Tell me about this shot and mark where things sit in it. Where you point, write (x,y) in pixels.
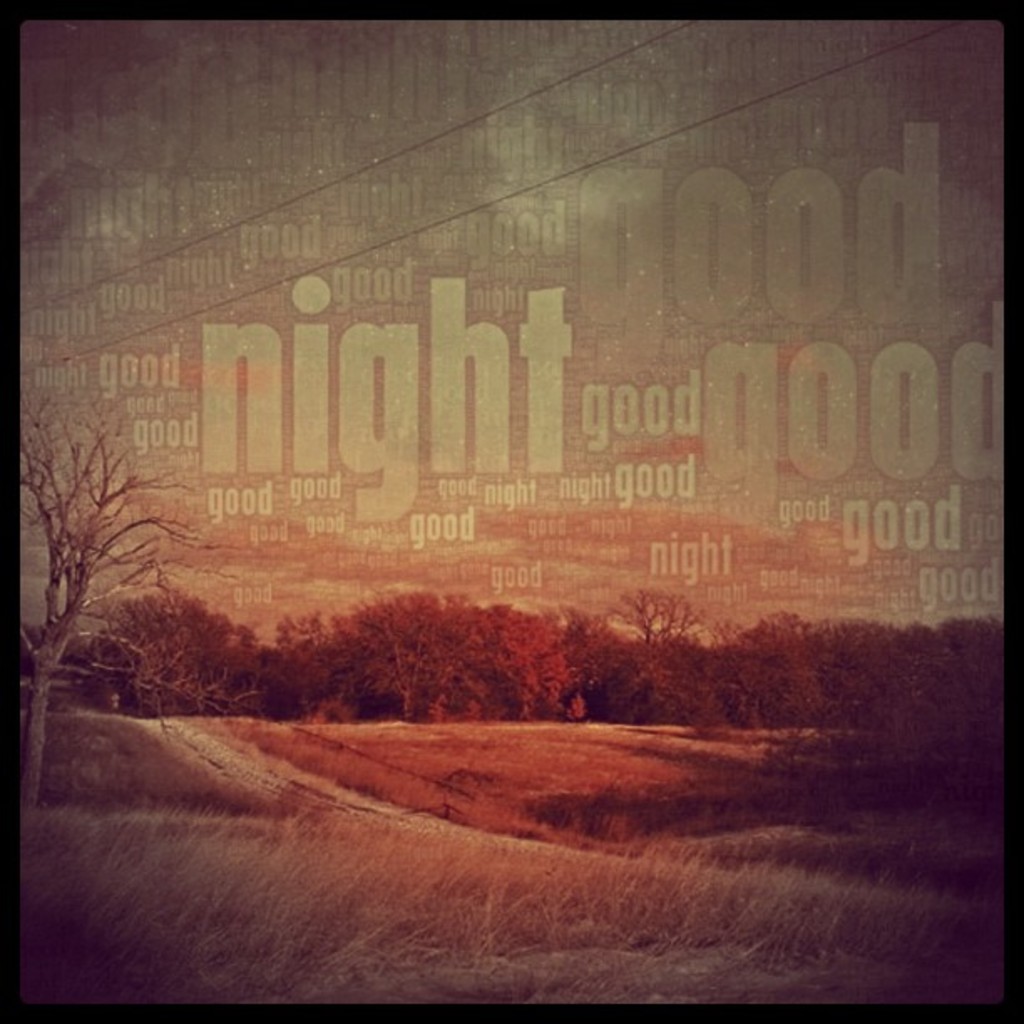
This is an edited picture. In this image there are trees (820,649). At the top (560,173) there is sky (508,264) and there are wires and there is text (556,316). At the bottom (427,792) there is grass (552,749).
